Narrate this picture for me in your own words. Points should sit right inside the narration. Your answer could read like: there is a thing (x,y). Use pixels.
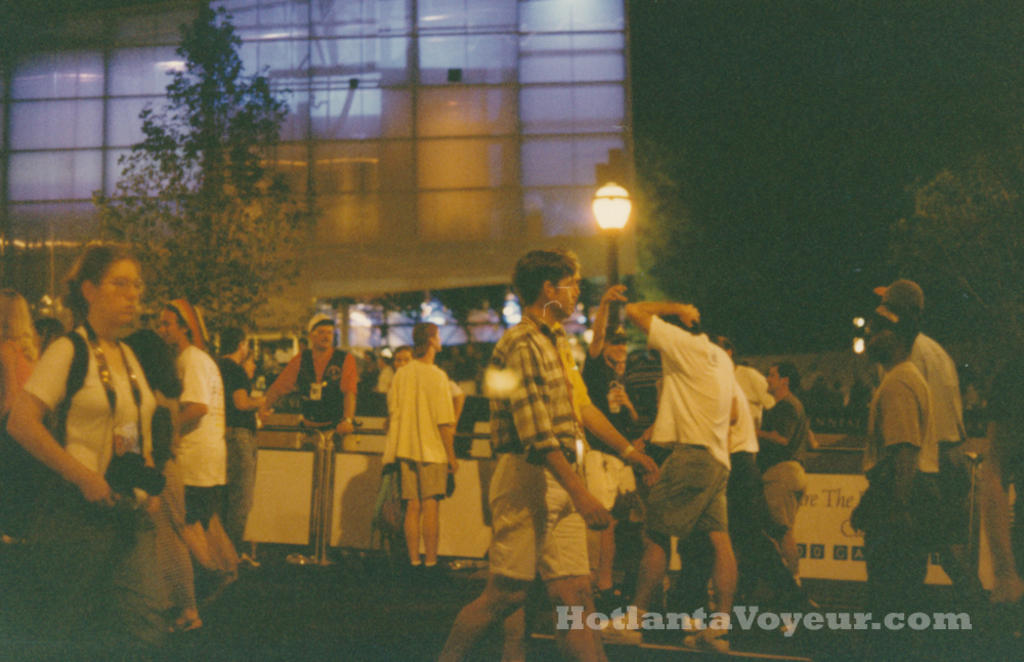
In this picture we can see some people (803,422) standing and some people (523,499) walking, in the background (1023,327) there are some trees (924,267) and a lamp (608,219), we can see a building (321,67) here, at the right bottom (797,614) there is some text (715,614).
